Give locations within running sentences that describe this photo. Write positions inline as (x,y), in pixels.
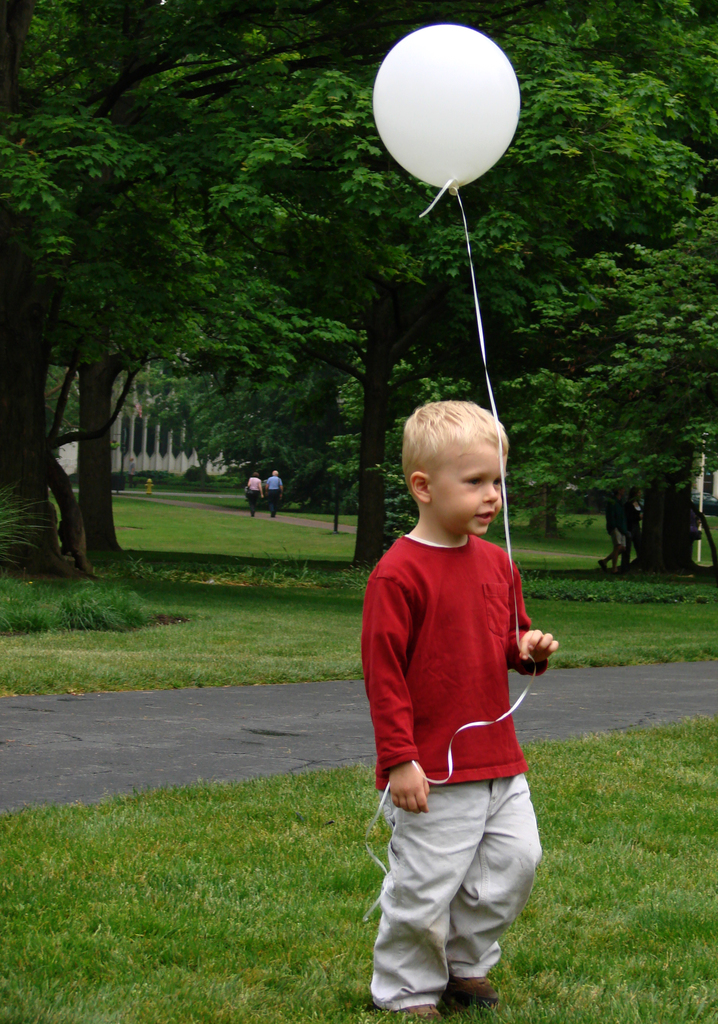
In the foreground of this picture (440,693), there is a boy (474,690) in red T shirt (475,622) standing on the grass (550,982) and holding a white balloon (456,136) in his hand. In the background (207,694), there is a road (40,721), plants (130,590), grass (139,594), trees (178,223) and the building (172,441).
